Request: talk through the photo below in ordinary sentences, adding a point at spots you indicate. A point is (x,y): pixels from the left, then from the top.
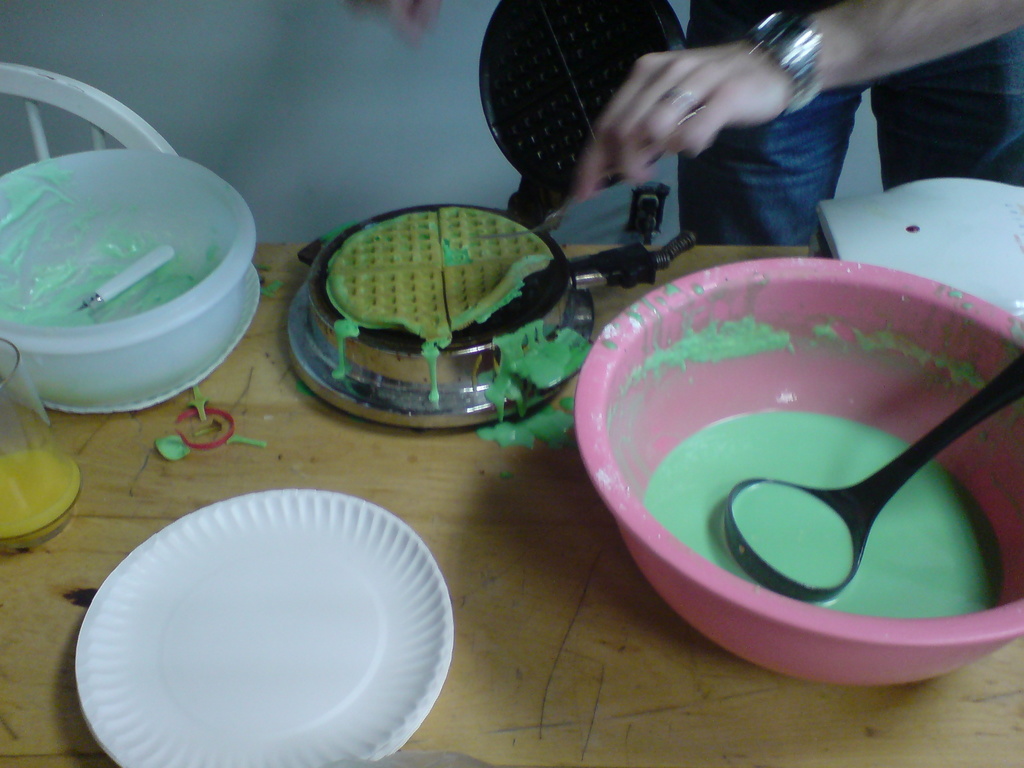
On the background (373,86) we can see wall (373,86). Here we can see partial part of human's hand (847,35) trying to remove a waffle (426,276) which is on a waffle iron (436,290). Here we can see a glass (45,469), plate (218,627) and a mixture of batter (763,458) in a bowl (844,513) with ladle (830,507) on the table (620,615).
